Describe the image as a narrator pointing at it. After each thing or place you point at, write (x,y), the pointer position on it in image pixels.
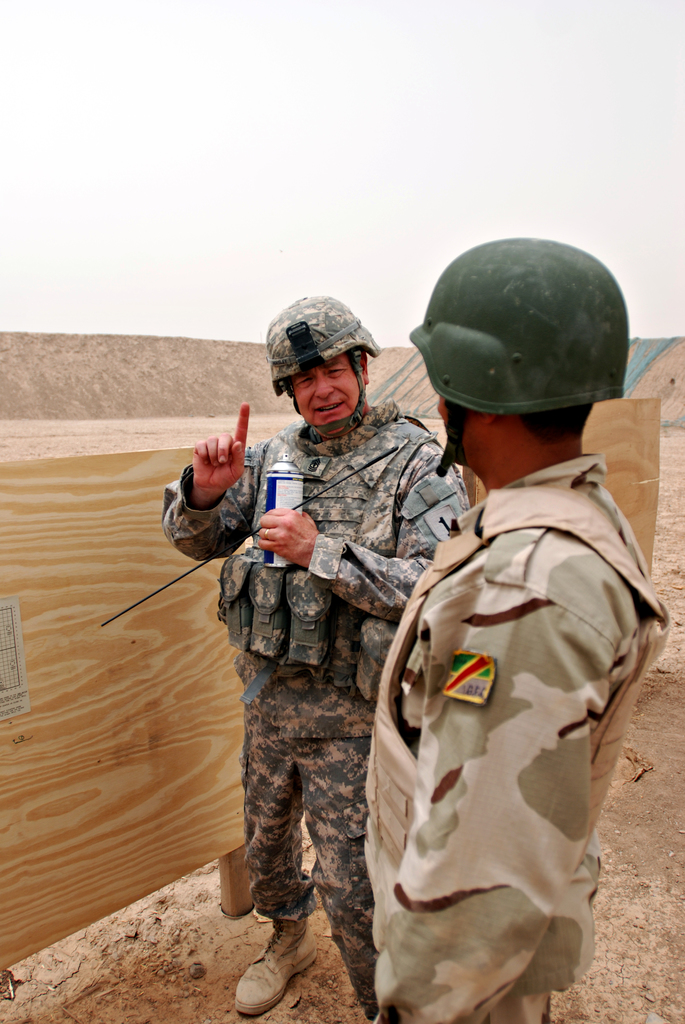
In this image in the middle (386,545) there is a man (396,503), he wears a shirt (247,493), trouser (292,857), shoes (292,921), helmet (330,333). On the right (619,649) there is a man (566,603), he wears a shirt (493,629), trouser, helmet (500,351). In the background (649,510) there is a board (646,437), land (660,468) and sky (421,119).
